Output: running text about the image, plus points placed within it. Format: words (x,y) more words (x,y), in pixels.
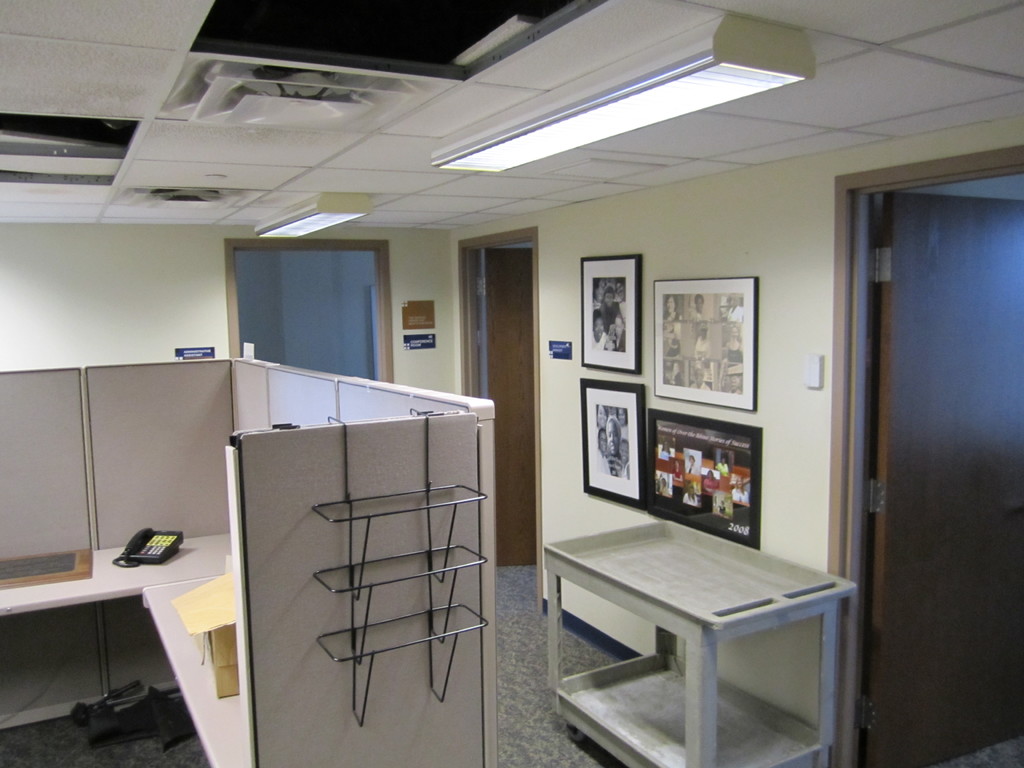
In this image i can see a desk (196,653) on which there is a telephone (138,565) and few other objects (80,568), i can see few photo frames (651,420) attached to the wall (688,268), few doors (978,348) and few boards (561,353). In the background (190,314) i can see the wall (106,268), the ceiling (99,83) and few lights (289,217) attached to the ceiling (691,115).
